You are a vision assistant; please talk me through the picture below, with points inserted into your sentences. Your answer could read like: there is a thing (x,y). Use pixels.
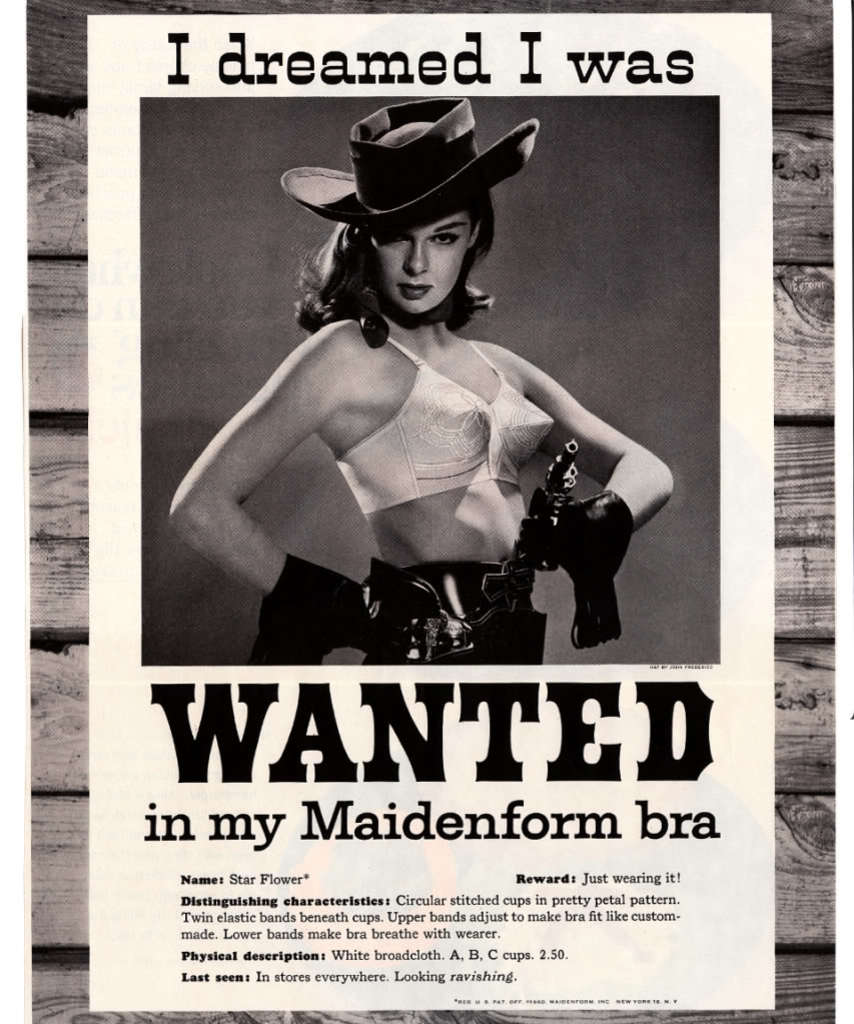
In this image I can see the person (432,500) is wearing the hat (372,193) and something is written on the poster (347,210). The poster (243,290) is attached to the wooden surface (77,246). The image is in black and white.
